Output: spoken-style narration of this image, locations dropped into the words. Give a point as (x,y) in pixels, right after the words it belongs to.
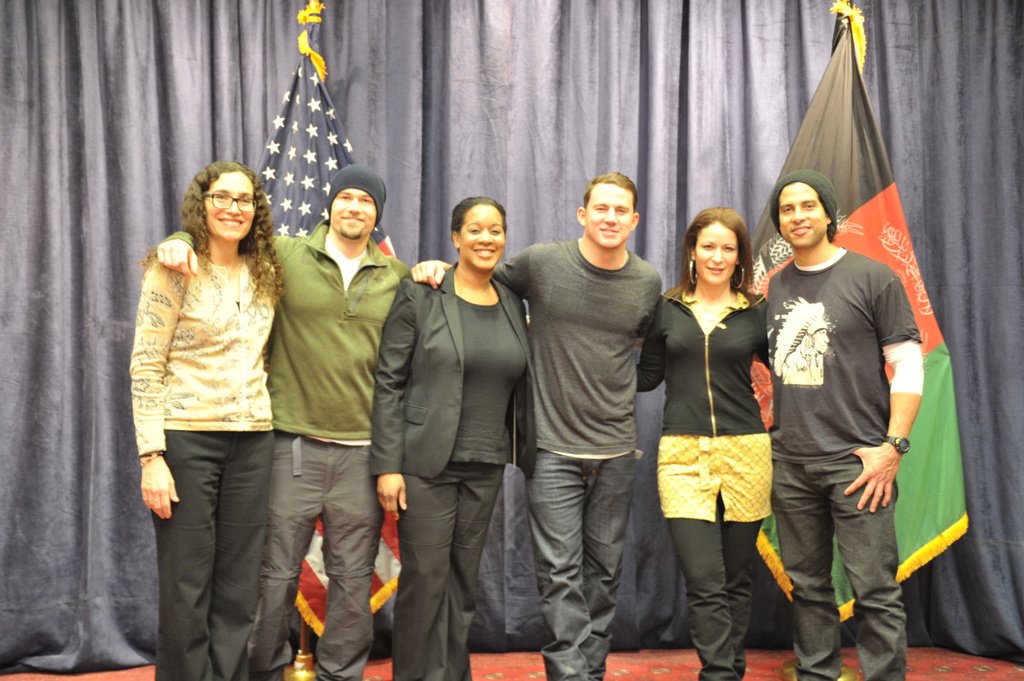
Here in this picture we can see a group of people (723,222) standing on the ground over there and all of them are laughing and behind them we can see flag posts (295,212) present on either side and we can also see a curtain (4,101) present over there.
